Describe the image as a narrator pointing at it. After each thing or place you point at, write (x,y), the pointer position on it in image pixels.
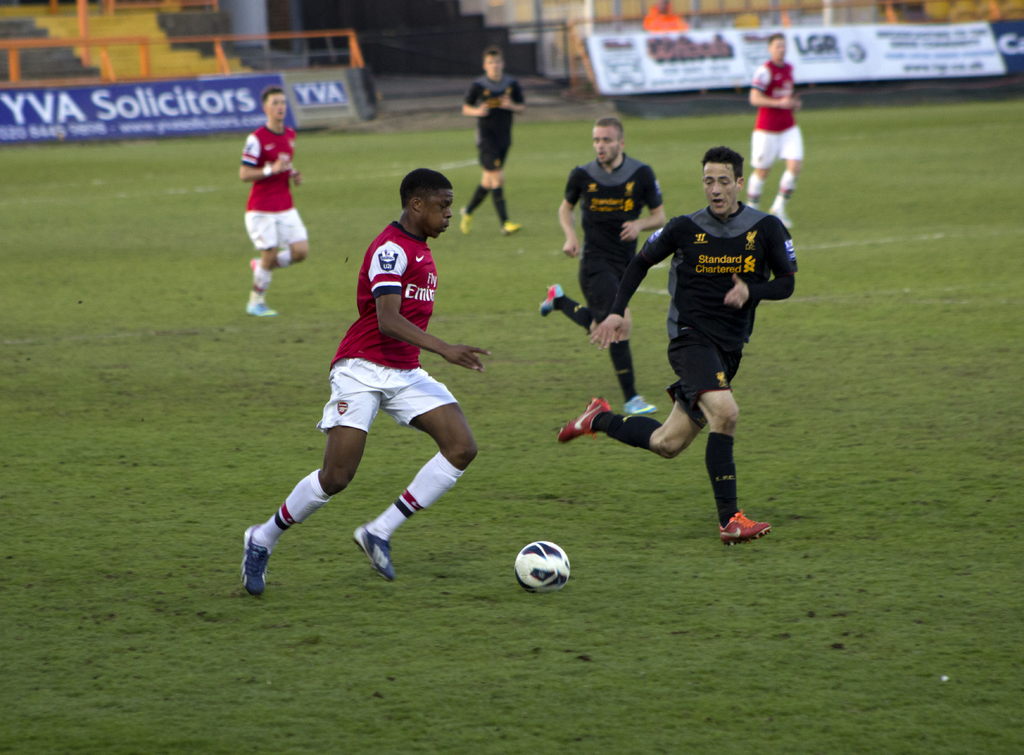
In this image we can see few people (787,94) running. On the ground (369,456) there is grass (520,595) and a ball (528,558). In the background (189,92) there are banners (645,47), steps (200,57). On the banners (147,96) something is written.
